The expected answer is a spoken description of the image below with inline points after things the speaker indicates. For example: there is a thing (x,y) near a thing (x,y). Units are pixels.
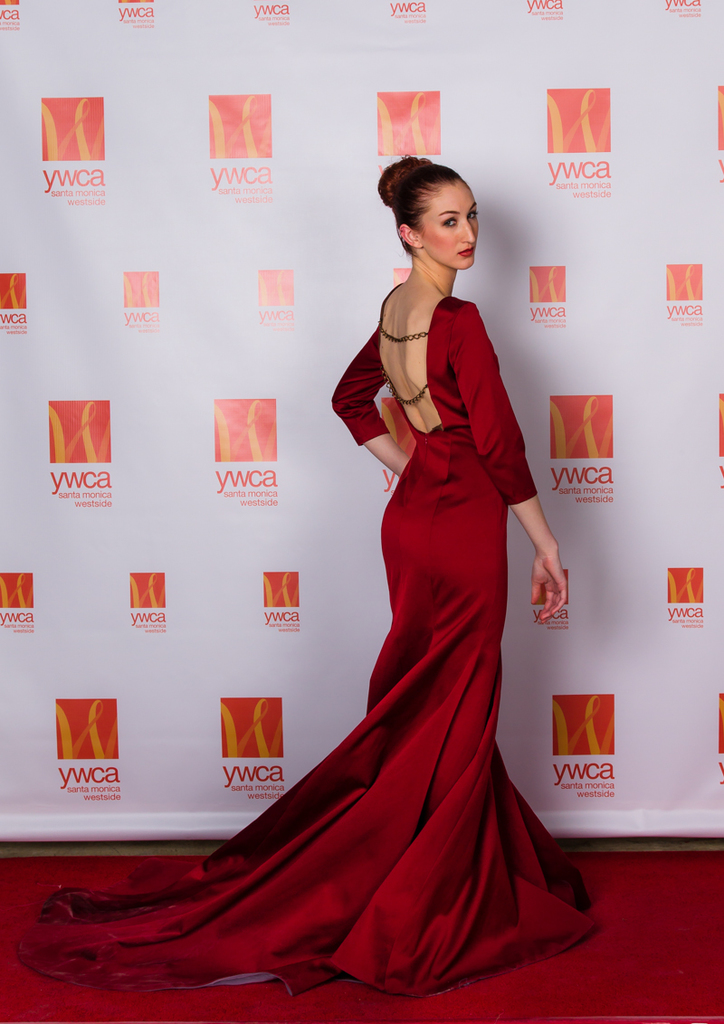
In this image we can see a woman (375,903) standing on the floor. On the backside (299,751) we can see a banner (356,561) with some text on it.
